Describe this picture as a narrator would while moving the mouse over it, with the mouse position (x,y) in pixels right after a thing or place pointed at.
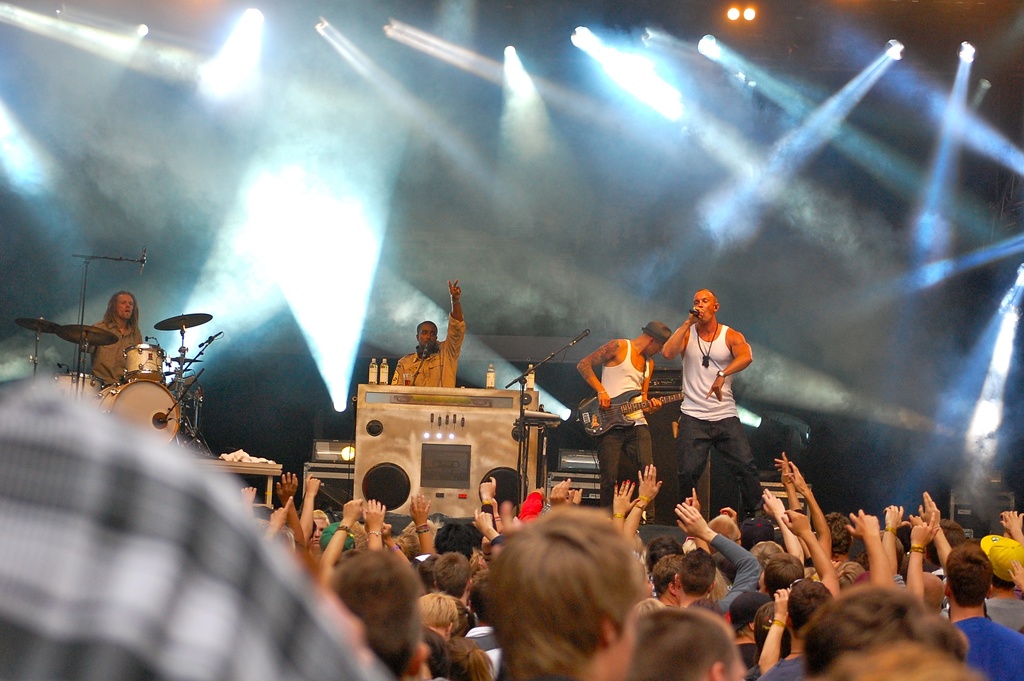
This picture shows a man (700,350) standing and singing with the help of a microphone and we see a man (592,383) playing guitar (677,398) and other man (445,364) singing with the help of a microphone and we see few bottles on the podium (459,408) and we see a man (99,347) seated and playing drums (90,384) on the Dais (431,468) and we see few lights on the roof (758,43) and we see audience (194,517) dancing to the music.
